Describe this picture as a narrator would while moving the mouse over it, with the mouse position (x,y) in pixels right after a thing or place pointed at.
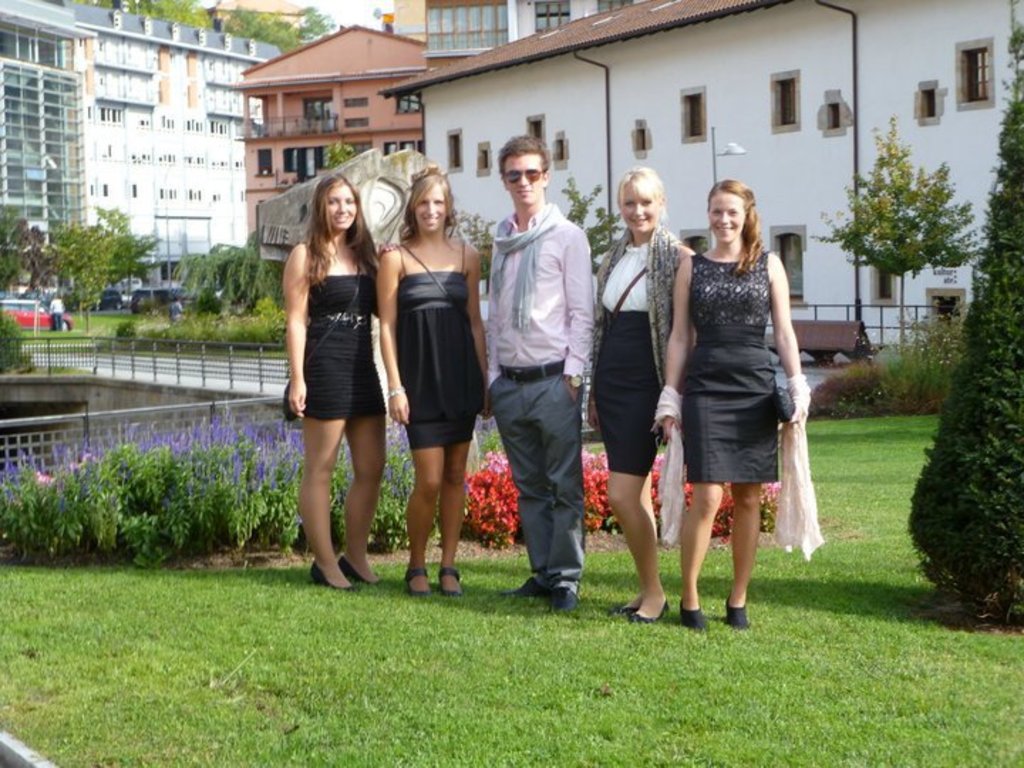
In the picture, there are total five people (609,367). One man (558,332) and four women (600,306) all of them are standing and posing for the photograph. They are standing in the garden (593,562) and behind these people (467,371) there are small beautiful bushes (301,477) and in the background (252,135) there are many houses (350,106) and buildings (448,84).
